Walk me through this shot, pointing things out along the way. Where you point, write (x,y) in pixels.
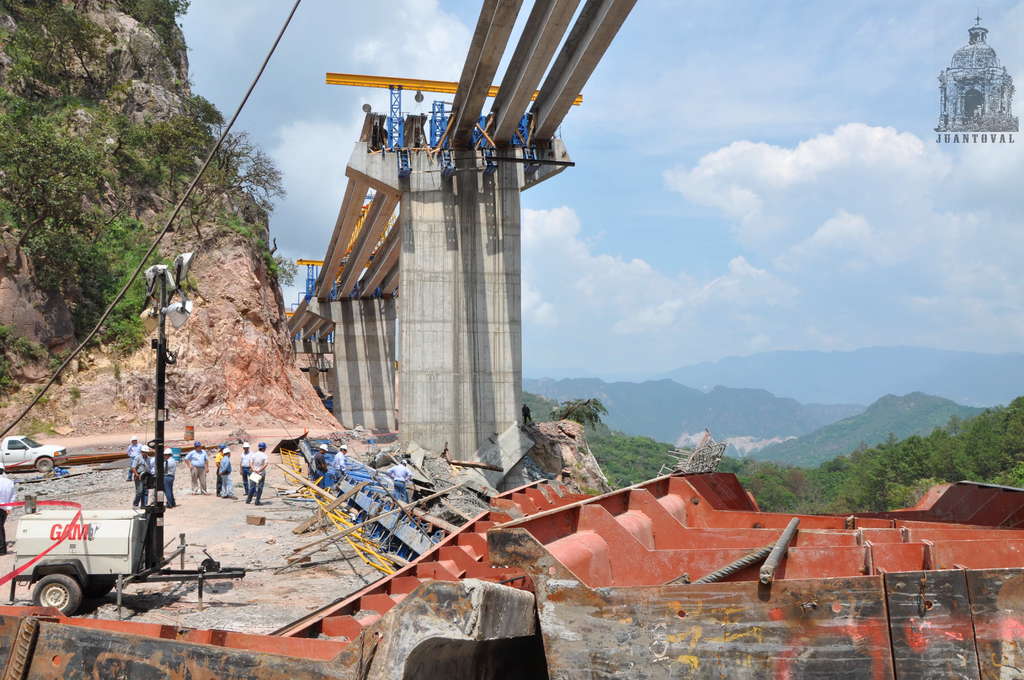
In this image I can see a construction site (440,375). On the left side of this image (17,464) I can see few people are standing and I can also see vehicle (52,464). On the both side of this image I can see number of trees (53,28), clouds (577,234) and the sky (707,158). I can also see a watermark (980,29) on the top right corner of this image (945,104). I can also see a pole (161,291) and few lights (154,280) on the left side of this image (156,418).
